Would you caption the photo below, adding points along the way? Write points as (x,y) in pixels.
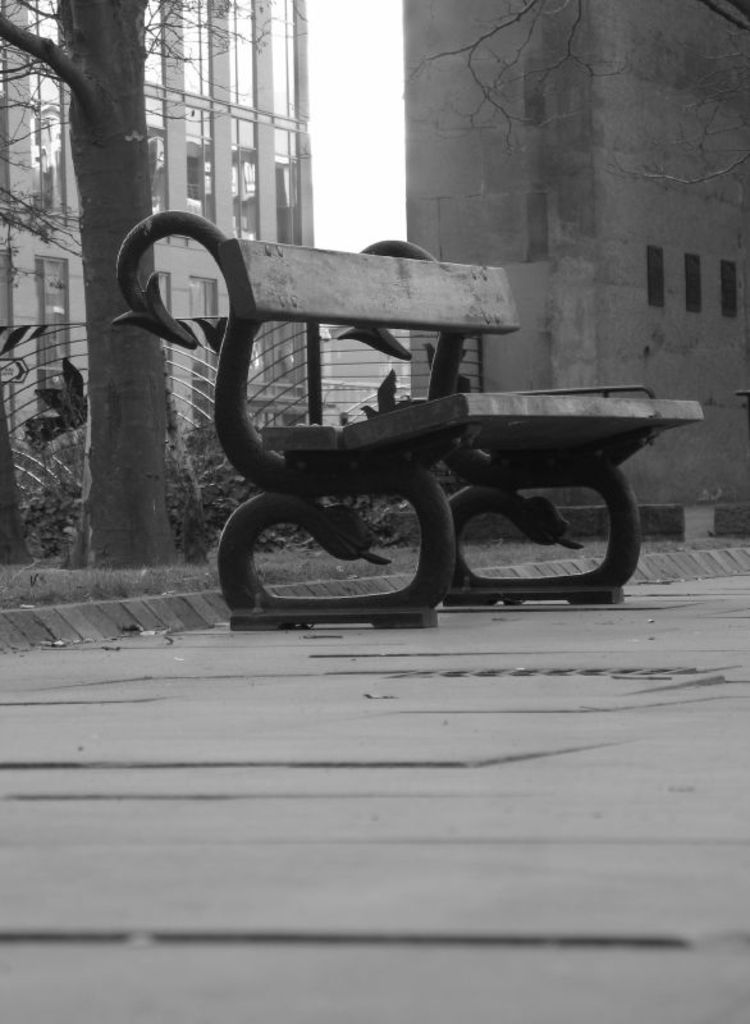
In this image I can see the bench (369,440), background (437,152) I can see few trees (88,381), buildings (410,100) and the sky (347,121) and the image is in black and white.
